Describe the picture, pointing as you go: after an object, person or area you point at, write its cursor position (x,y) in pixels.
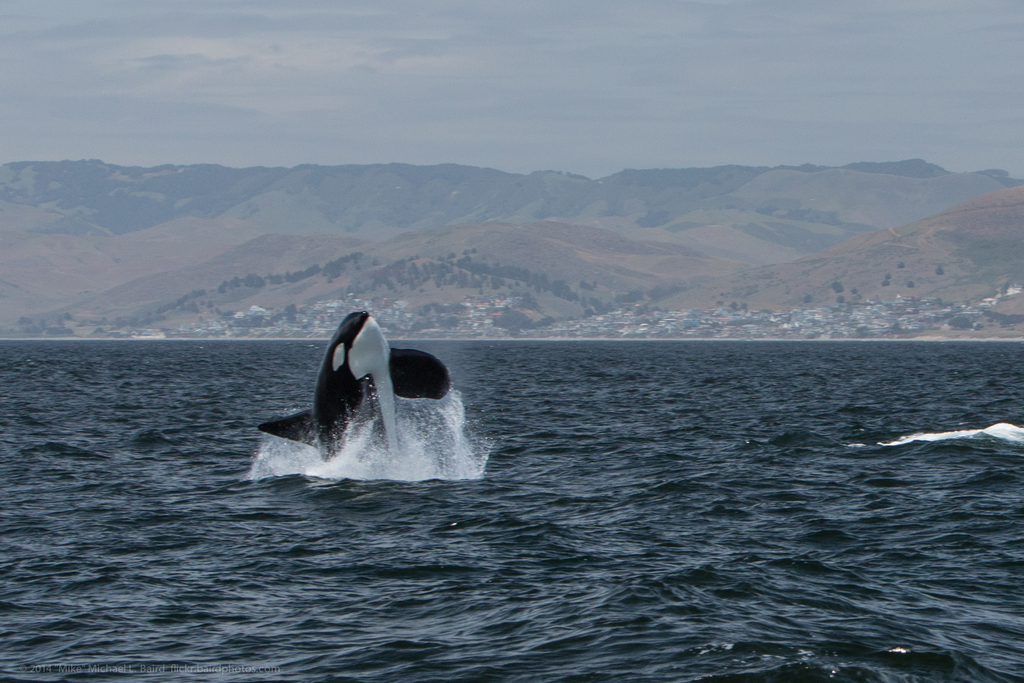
In this image there is a dolphin (373,393) coming out from the water (404,470). In the background (533,239) there are hills (715,234). Under the hills (584,290) there are so many houses (679,310) and trees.
